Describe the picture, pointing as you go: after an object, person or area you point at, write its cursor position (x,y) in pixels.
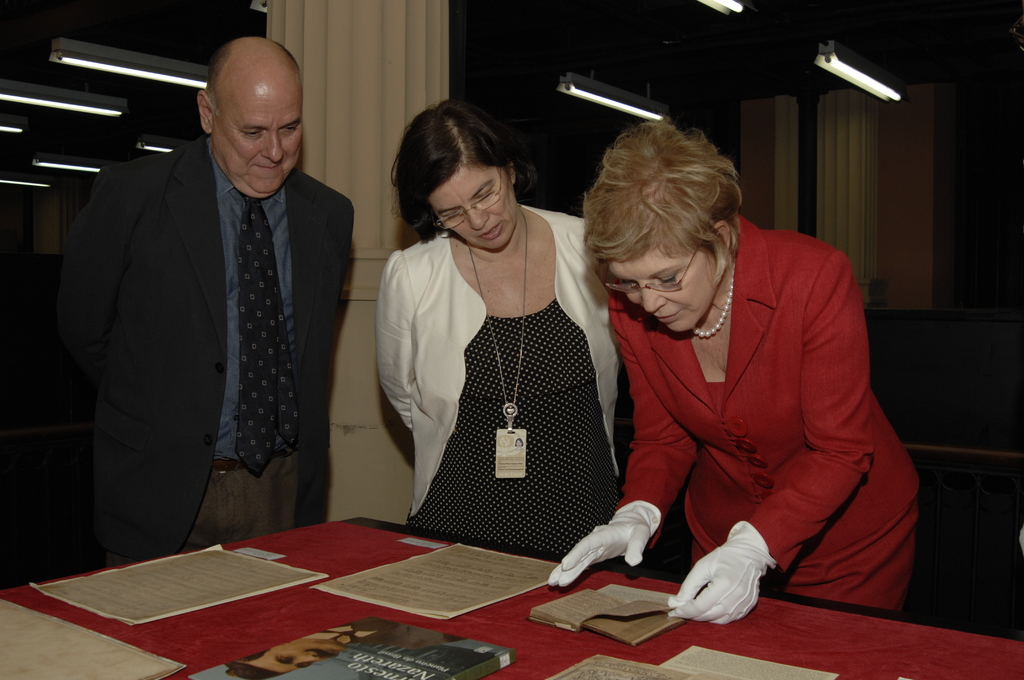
In this image in the front (397,567) there is a table (514,621) and on the table (507,609) there are books (440,606). In the center (458,325) there are persons (594,373) standing. In the background (202,67) there are lights (202,67) and there is a pillar (414,86) and there is a wall (901,175).
